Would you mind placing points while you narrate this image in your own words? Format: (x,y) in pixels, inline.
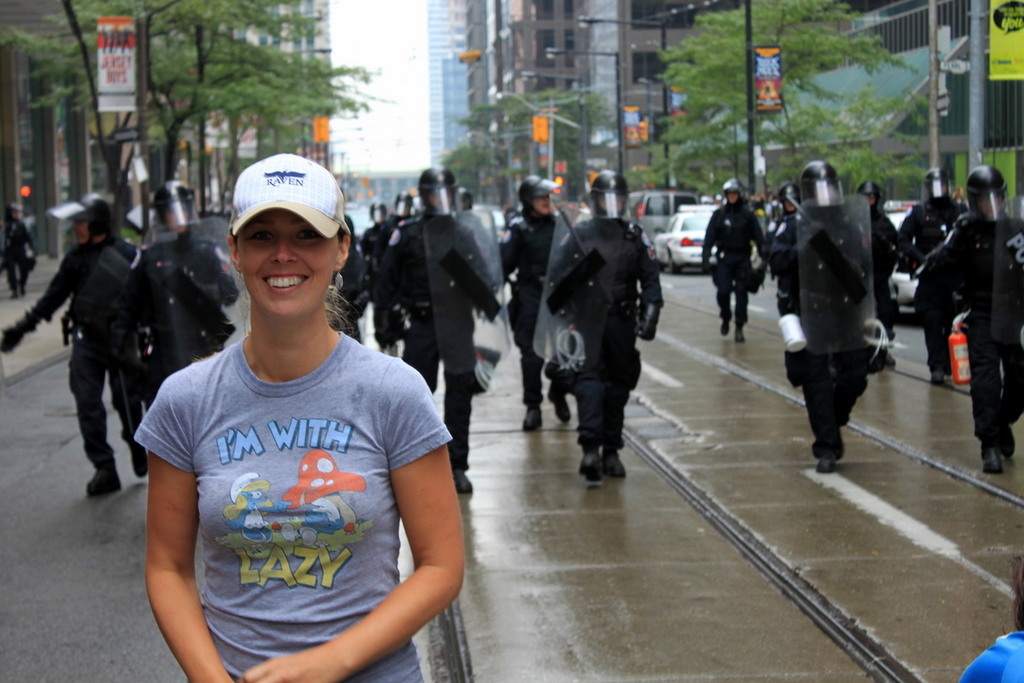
In this picture I can see few people (376,270) walking and they wore helmets (528,191) on their heads (552,190) and I can see cars (679,235) and few poles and I can see banners (102,79), trees (726,126) and buildings (675,27) in the back (194,109) and I can see woman (296,510) standing and she is wearing a cap (320,229) on her head (335,240) and I can see smile (300,274) on her face (303,302).
